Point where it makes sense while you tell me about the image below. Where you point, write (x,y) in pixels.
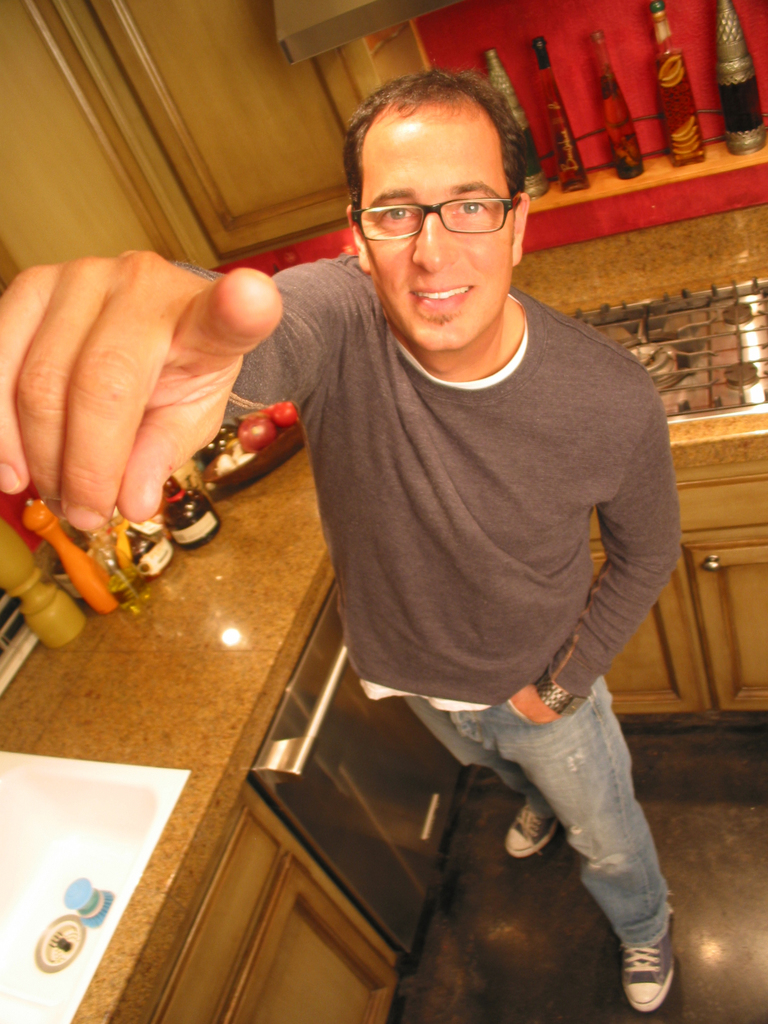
In this image we can see a man (465,527) wearing specs (370,229) is standing. Near to him there is a platform (192,615) with cupboards (274,955). On the platform (693,458) there is a stove (648,341), bottles (103,532) and many other items (44,598). In the back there is a wall (638,97). Near to that there are bottles (603,100).
